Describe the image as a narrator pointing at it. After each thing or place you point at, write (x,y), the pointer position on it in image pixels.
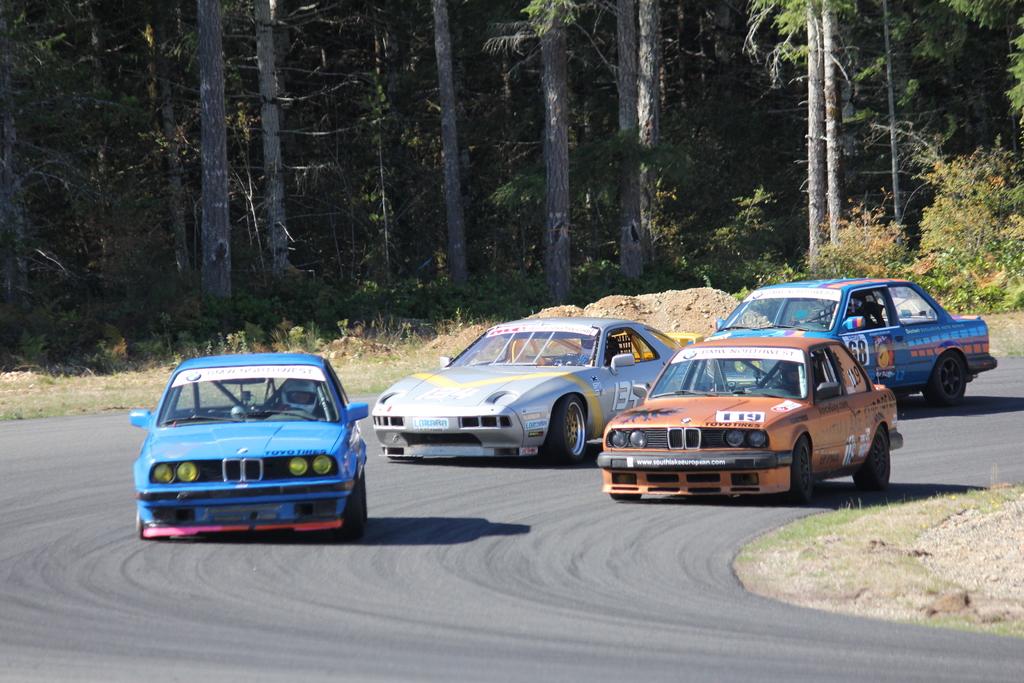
In this image, we can see few people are riding cars (395,449) on the road (521,583). Background (1009,185) we can see trees (285,229), plants (338,304) and grass (987,317).
